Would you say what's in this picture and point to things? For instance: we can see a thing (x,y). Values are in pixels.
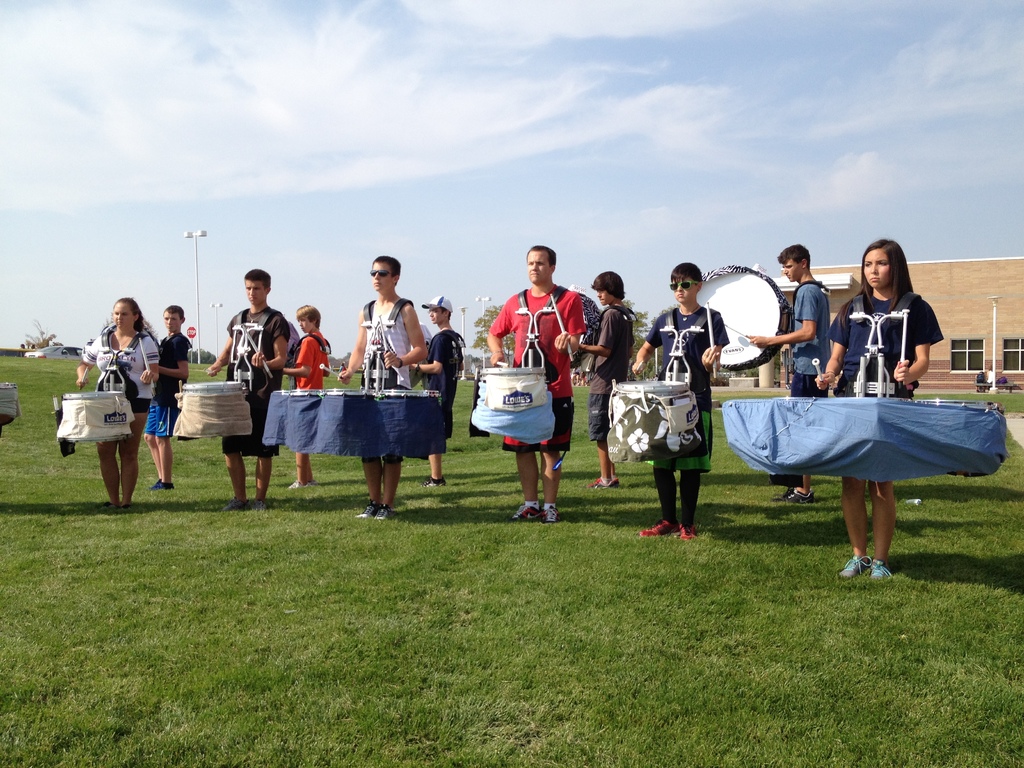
As we can see in the image in the front (514,451) there are group of people (368,320) playing drums (501,384). There is a building (959,334), few lights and grass (365,623). At the top (351,146) there is sky (430,141) and there are clouds (387,142).
